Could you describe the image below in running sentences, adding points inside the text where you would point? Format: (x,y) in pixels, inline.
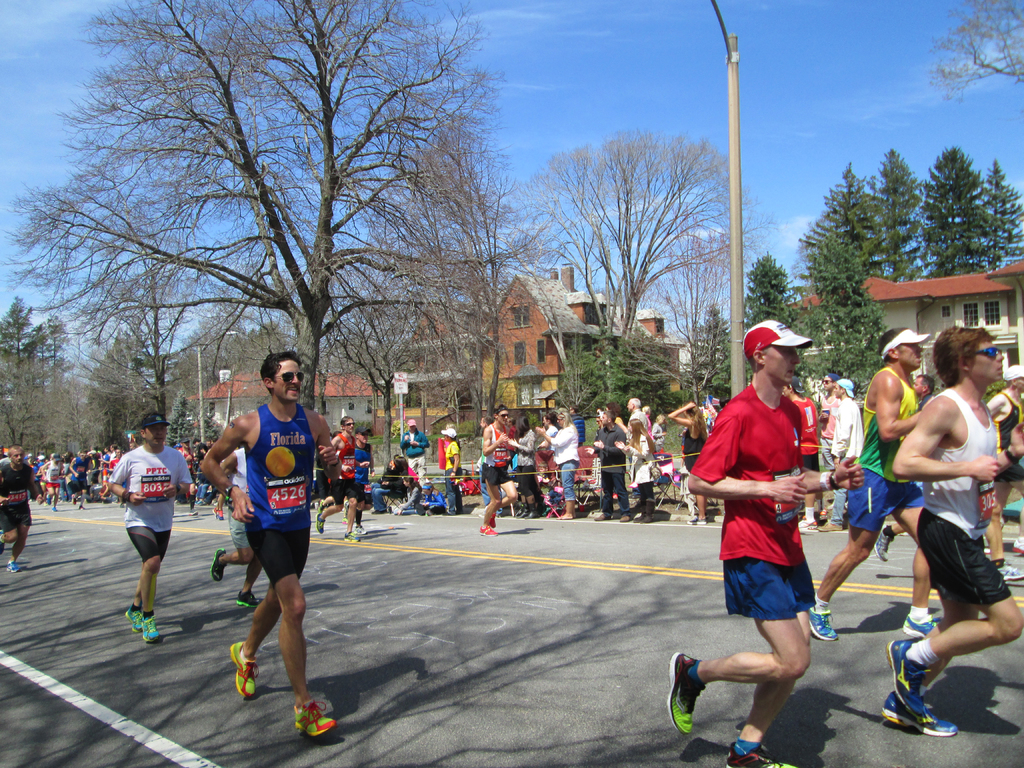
In this image, we can see a group of people (1023,432). Here we can see few people (988,636) are running on the road (493,650). Background (473,390) we can see buildings (359,391), houses (1018,291), trees (455,390), plants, poles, boards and sky (162,10).
